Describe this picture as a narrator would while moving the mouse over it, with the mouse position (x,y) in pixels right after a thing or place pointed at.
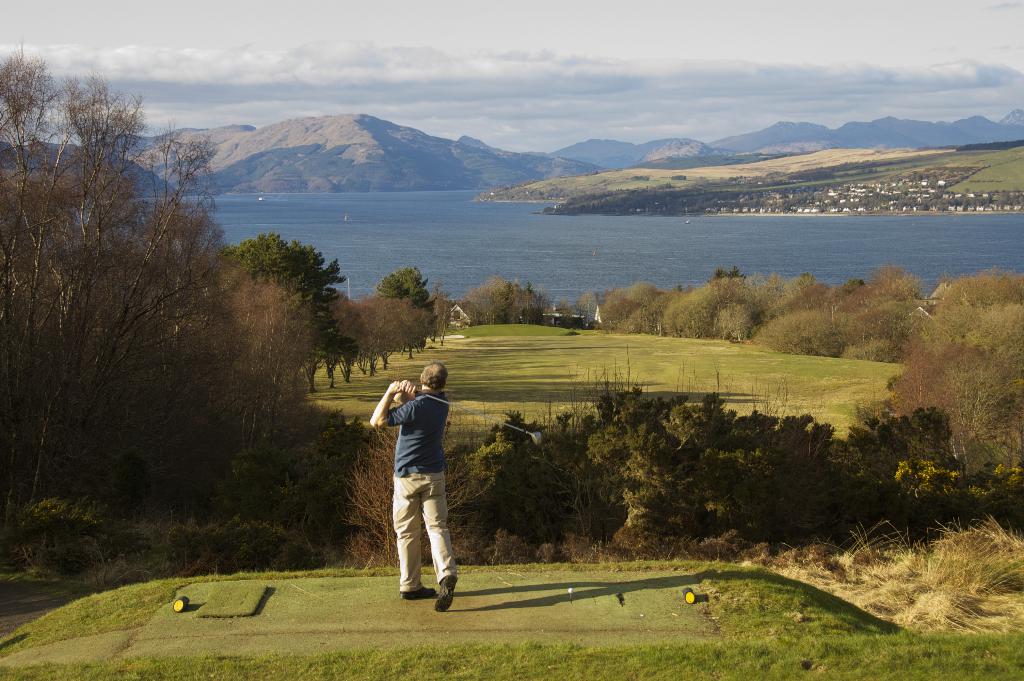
In this picture, we see the man (434,446) in the blue T-shirt (419,423) is standing. He is holding a golf club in his hands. At the bottom (556,622), we see the grass (556,622). We see a golf ball (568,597). He is playing the golf game. In the middle (597,447), we see the trees (852,435). On the left side (122,364), we see the trees (258,357). Beside the trees (279,349), we see water (524,276) and this water (663,243) might be in the river (571,231). There are trees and hills (574,157) in the background (370,153). At the top (622,35), we see the sky (480,44) and the clouds (329,52).
